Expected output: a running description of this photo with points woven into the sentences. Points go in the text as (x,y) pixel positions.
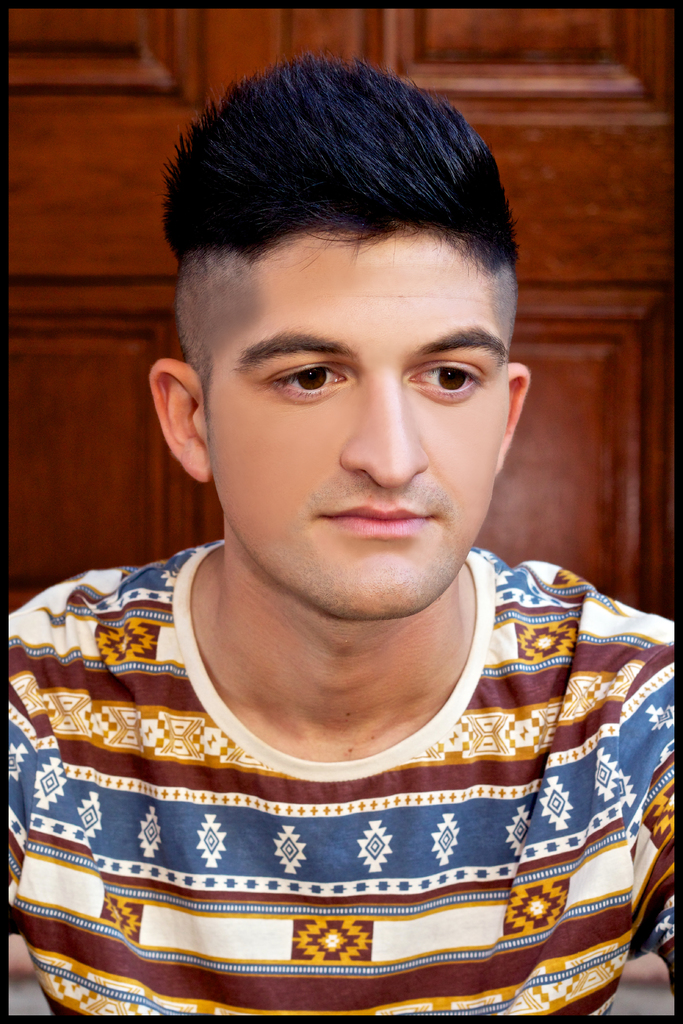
In this picture we can see a man (233,651).
